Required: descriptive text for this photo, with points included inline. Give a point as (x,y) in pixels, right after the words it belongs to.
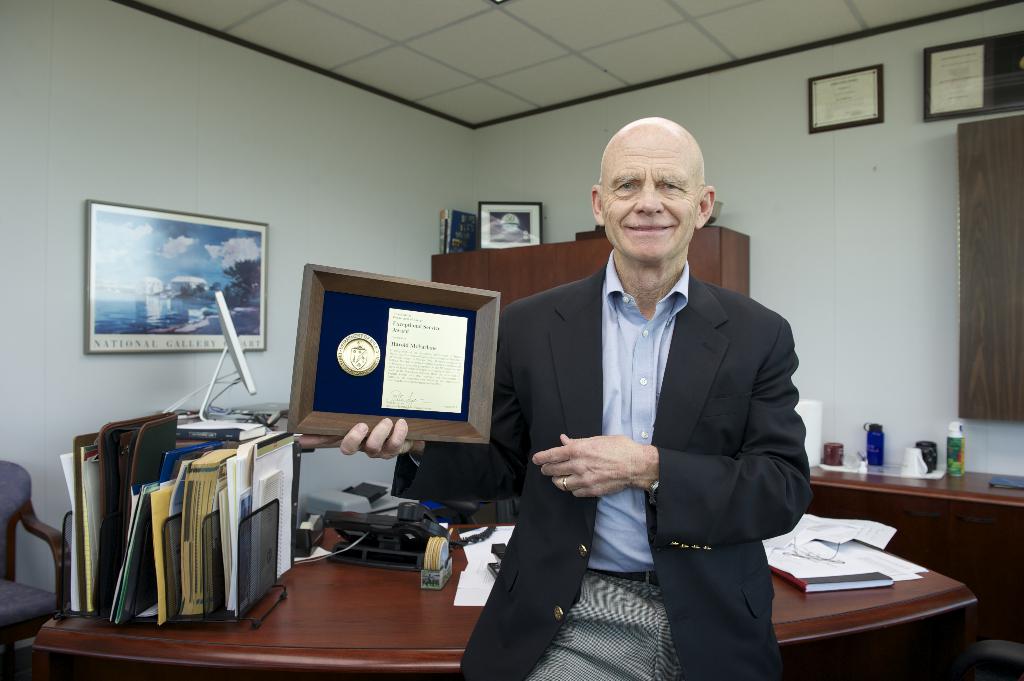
Person (774,671) in this image is standing and holding a shield (411,430) in his hand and smiling. Backside to him there is a table (306,616) which few files (161,450) are kept aside and books (879,576) at right side (816,586). At left side of the image (7,660) we can see a chair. There is a picture frame (92,250) on the wall (62,307). There are few bottles (954,457), tray (892,471), cups (932,452) on right side of image (932,452). We can see a cupboard (455,260) at the back of the person (768,313).
